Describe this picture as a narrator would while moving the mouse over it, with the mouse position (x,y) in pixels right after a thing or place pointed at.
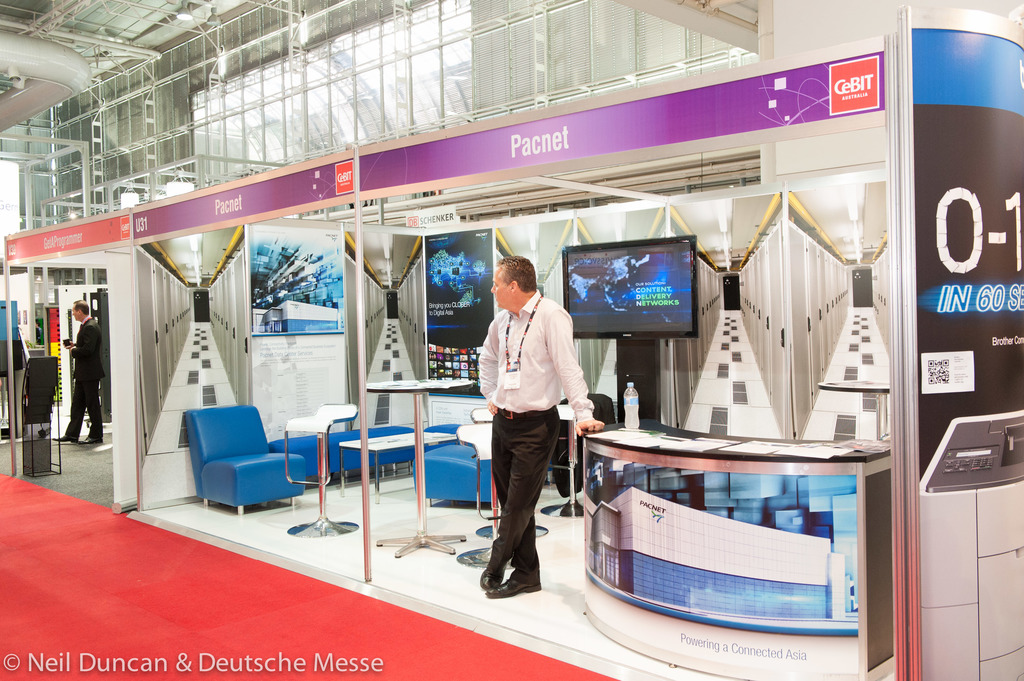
I can see in this image a person (517,365) is standing beside a table (754,546). On the table (629,476) we have a bottle (628,412) and other objects (751,451) on it. I can also see there is a TV (603,295) and other objects (275,466) on the ground (338,487).
